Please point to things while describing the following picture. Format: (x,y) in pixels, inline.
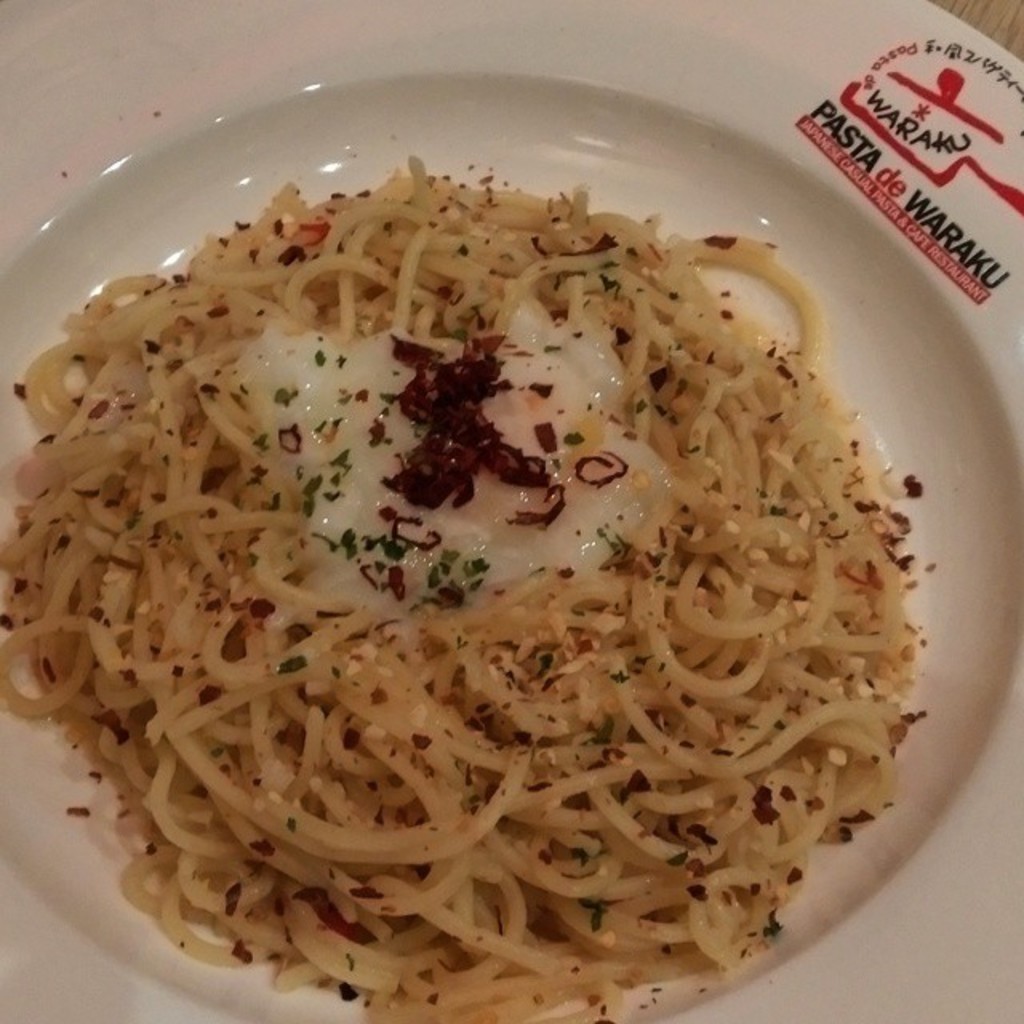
In this image there is a table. On top of it there are food items (496,221) and there is some text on the plate (418,157).
